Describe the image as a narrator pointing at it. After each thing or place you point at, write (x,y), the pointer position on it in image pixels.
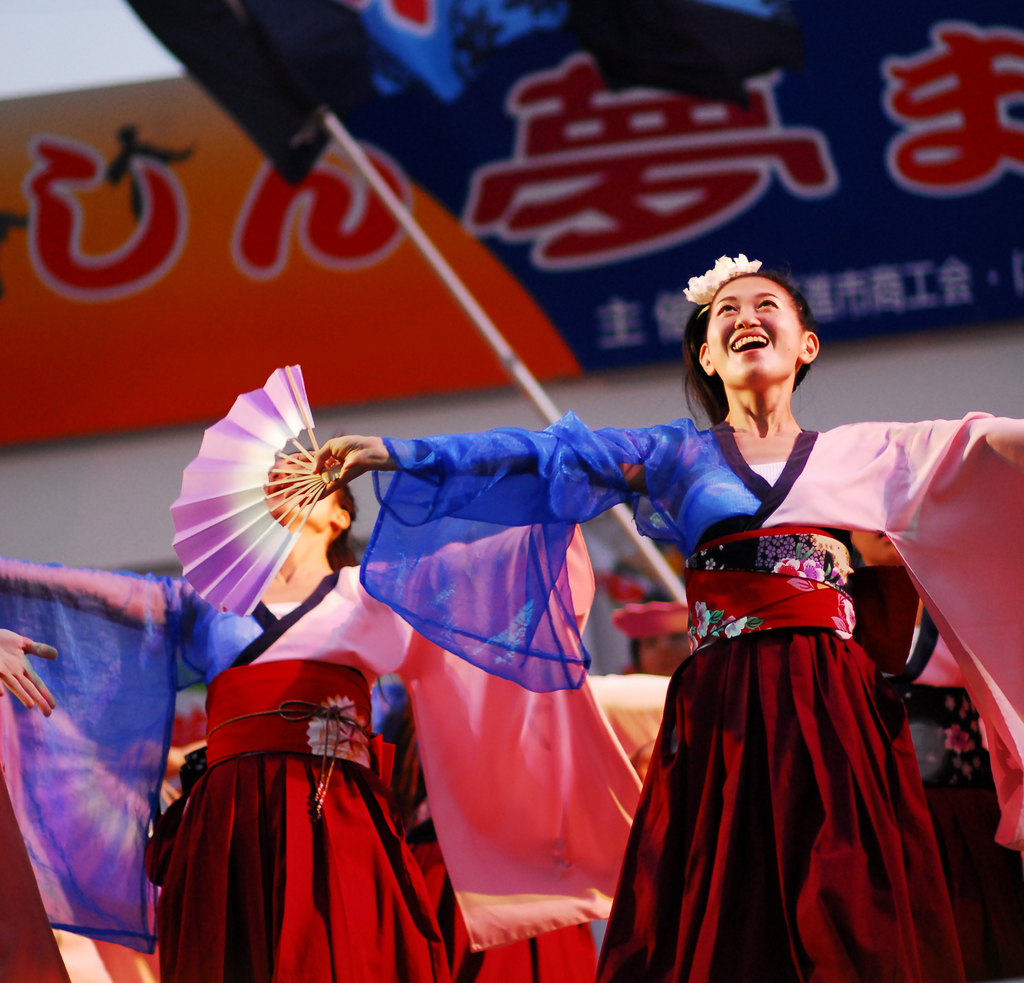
In this image we can see groups of women (766,781) wearing costumes (278,724). One woman (692,689) is holding a hand fan (220,508) in her hand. In the background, we can see a flag (396,43) and a sign board (723,213) with some text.
